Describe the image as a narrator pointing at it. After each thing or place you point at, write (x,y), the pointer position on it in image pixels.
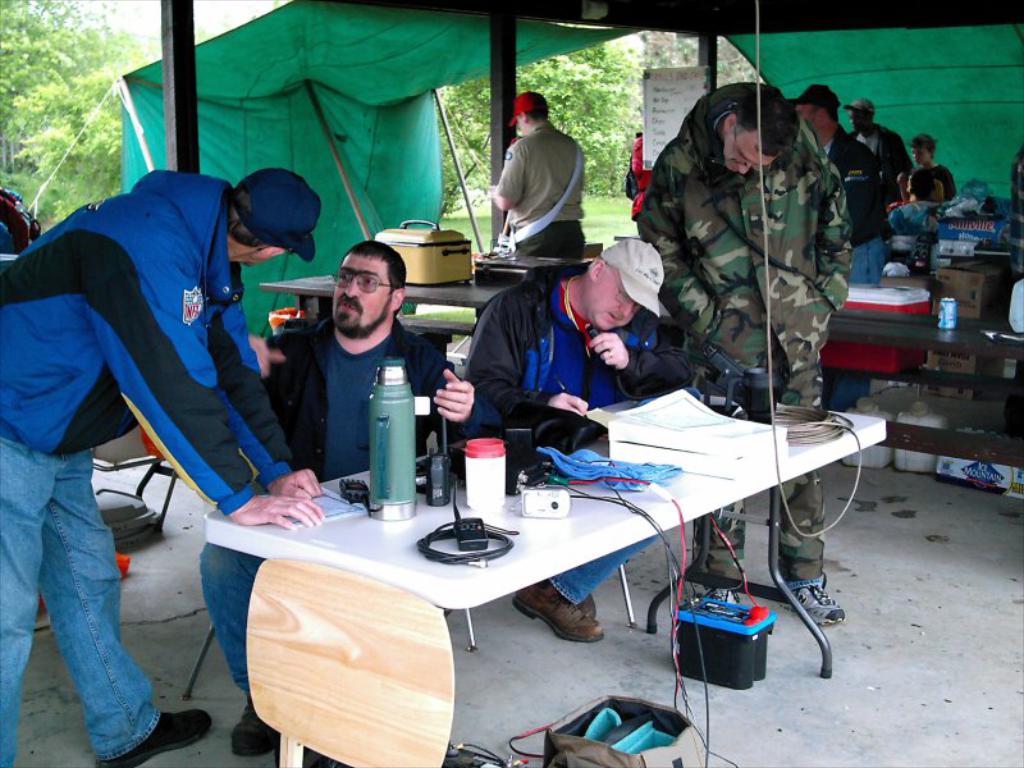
There are so many people (124,271) standing under tent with table (360,560) and water bottle (410,512).
